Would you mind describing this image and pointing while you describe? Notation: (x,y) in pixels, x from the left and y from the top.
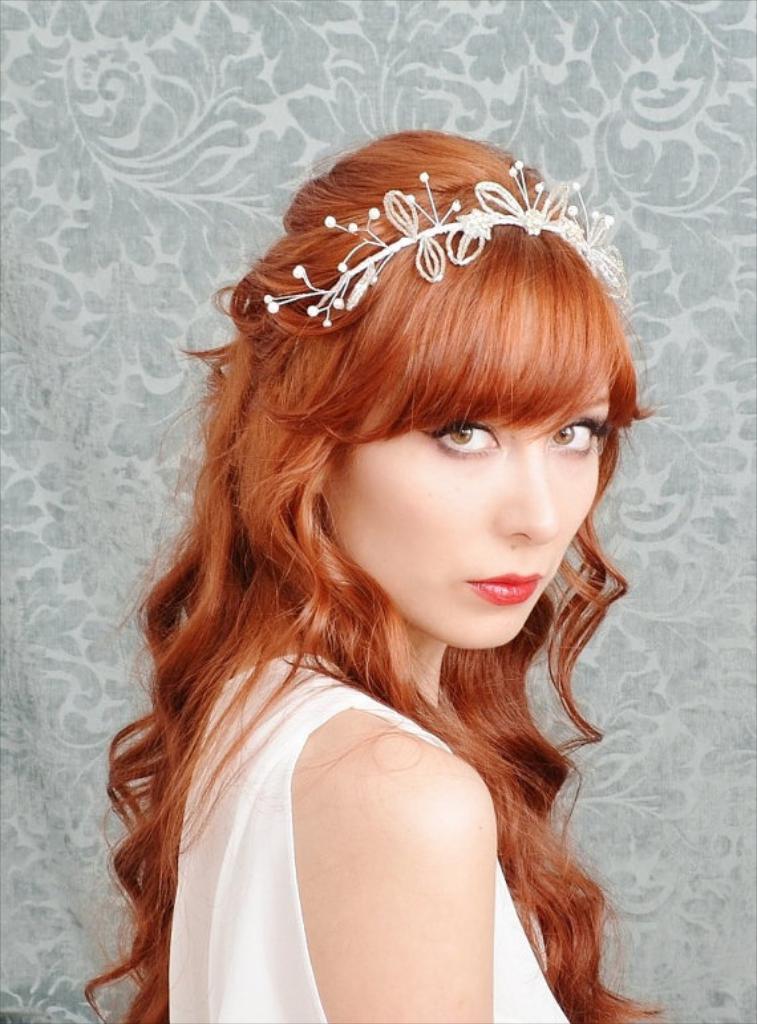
A beautiful woman (434,594) is looking at this side, she wore a white color dress (497,889), her hair (460,331) is in brown color.
